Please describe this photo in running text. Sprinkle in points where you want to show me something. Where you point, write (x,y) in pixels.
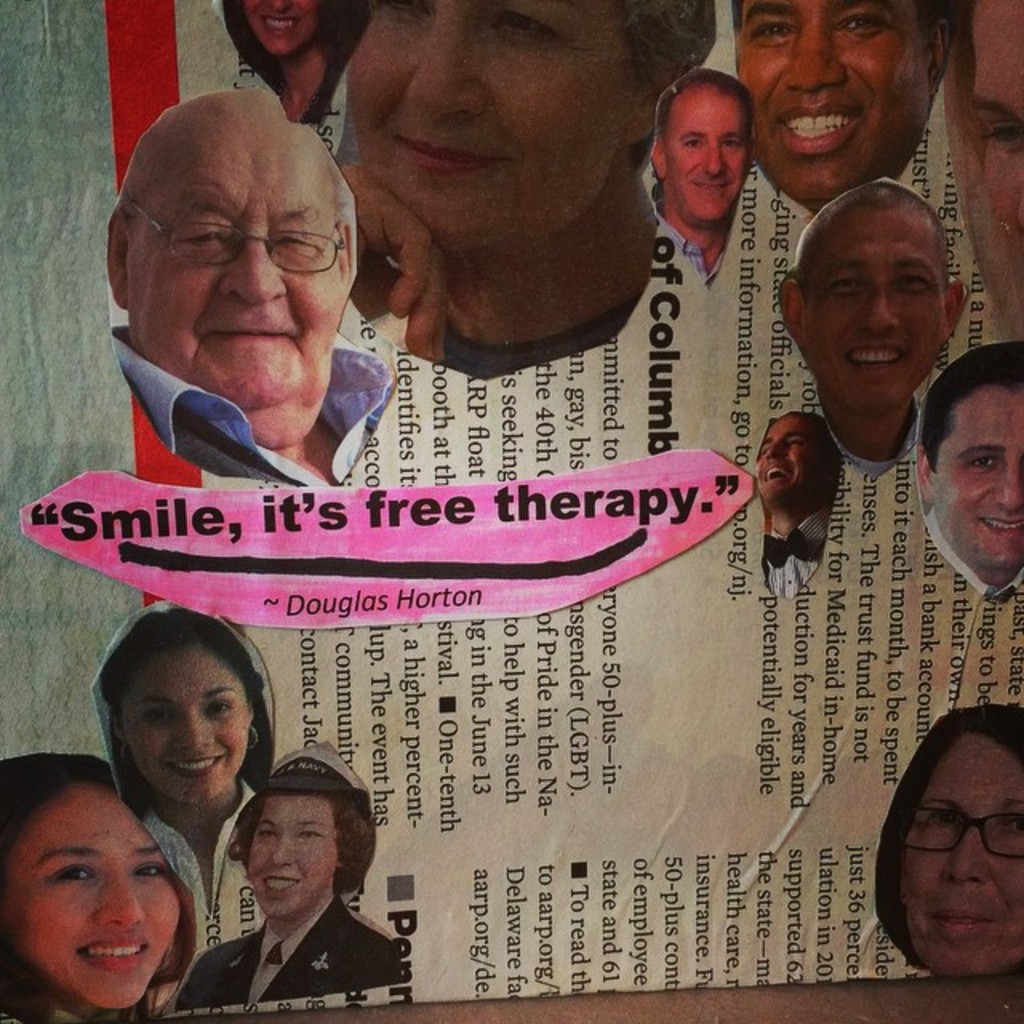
In this image there are photos (246,471) of people (148,903) on the paper (297,622).
